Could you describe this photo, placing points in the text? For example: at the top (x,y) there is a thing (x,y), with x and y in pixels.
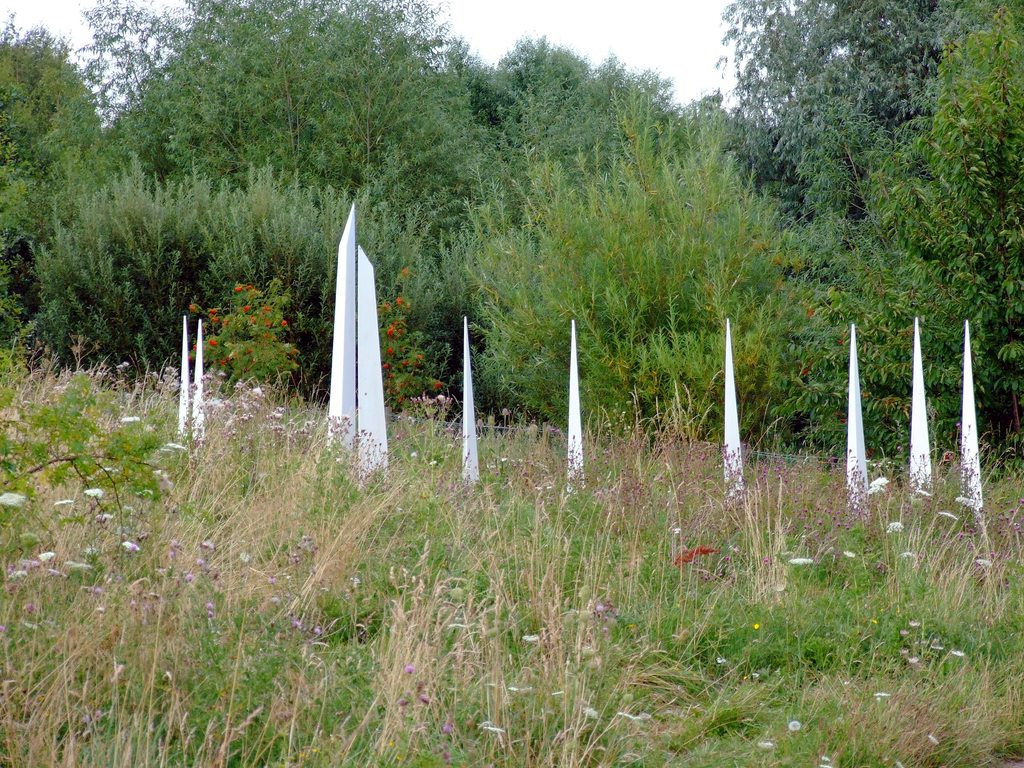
In this picture we can see trees (896,349), plants (417,349) with flowers (252,328), and grass (362,577). There are wooden sticks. In the background (659,45) there is sky (675,47).
